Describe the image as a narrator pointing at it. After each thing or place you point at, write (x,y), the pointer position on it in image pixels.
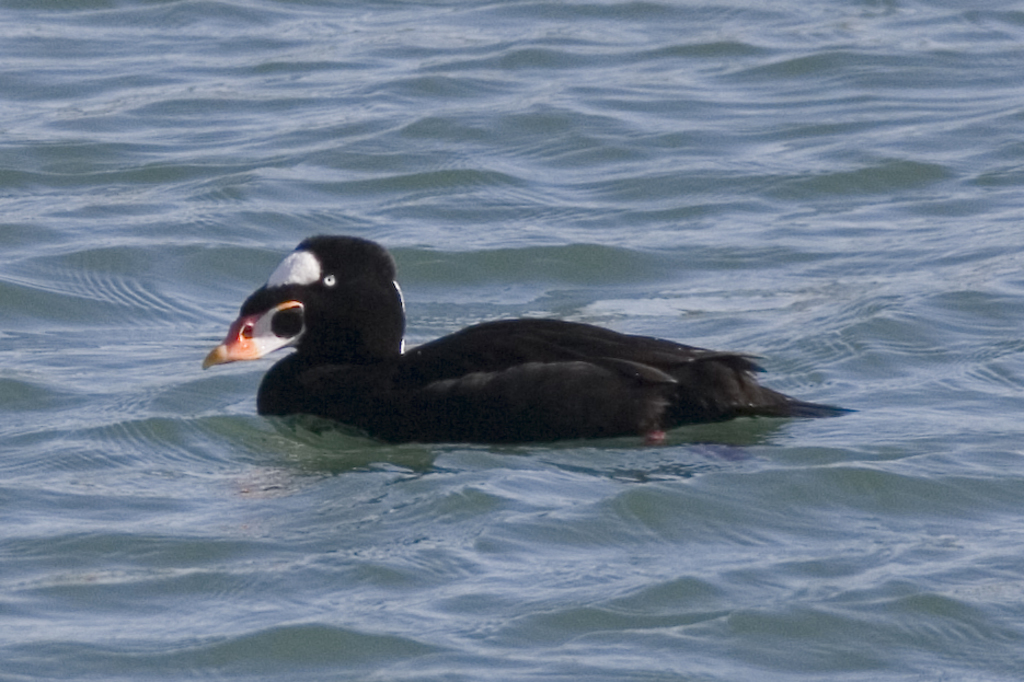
In this picture we can see a black duck (288,393) on water (150,298).
